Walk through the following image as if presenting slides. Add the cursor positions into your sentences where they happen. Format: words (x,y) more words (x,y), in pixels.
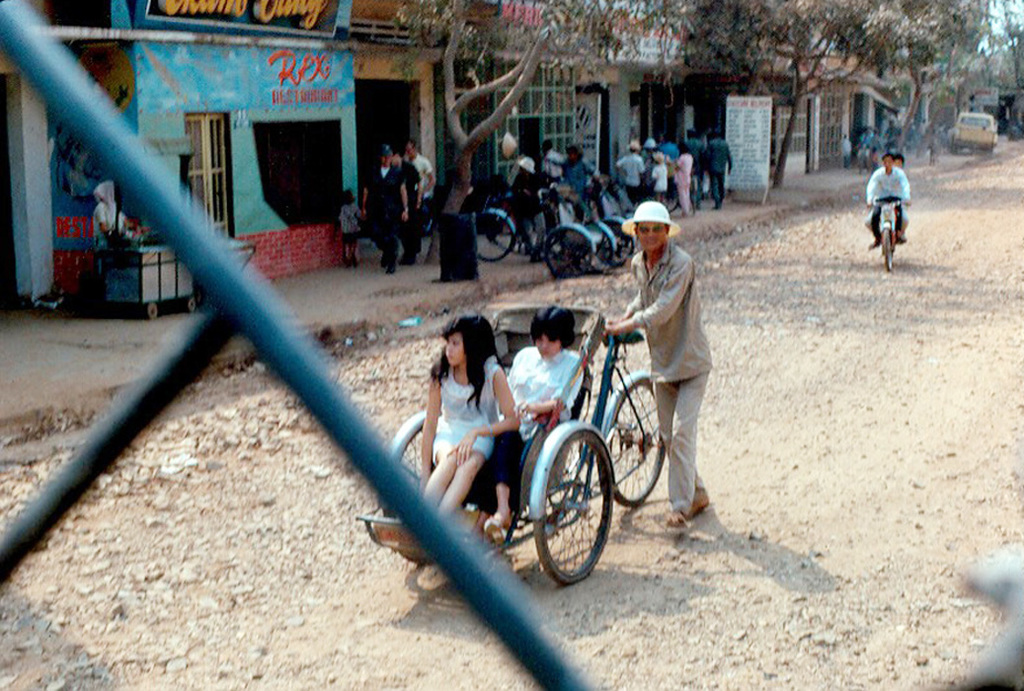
In the foreground (583,314), I can see bicycles (567,494), vehicles (648,419) and a group of people (651,369) on the road (703,651). In the background (434,173), I can see buildings (434,173), trees (455,106), boards (344,89), metal rods (134,174) and the sky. This image taken, maybe on the road (321,574).
